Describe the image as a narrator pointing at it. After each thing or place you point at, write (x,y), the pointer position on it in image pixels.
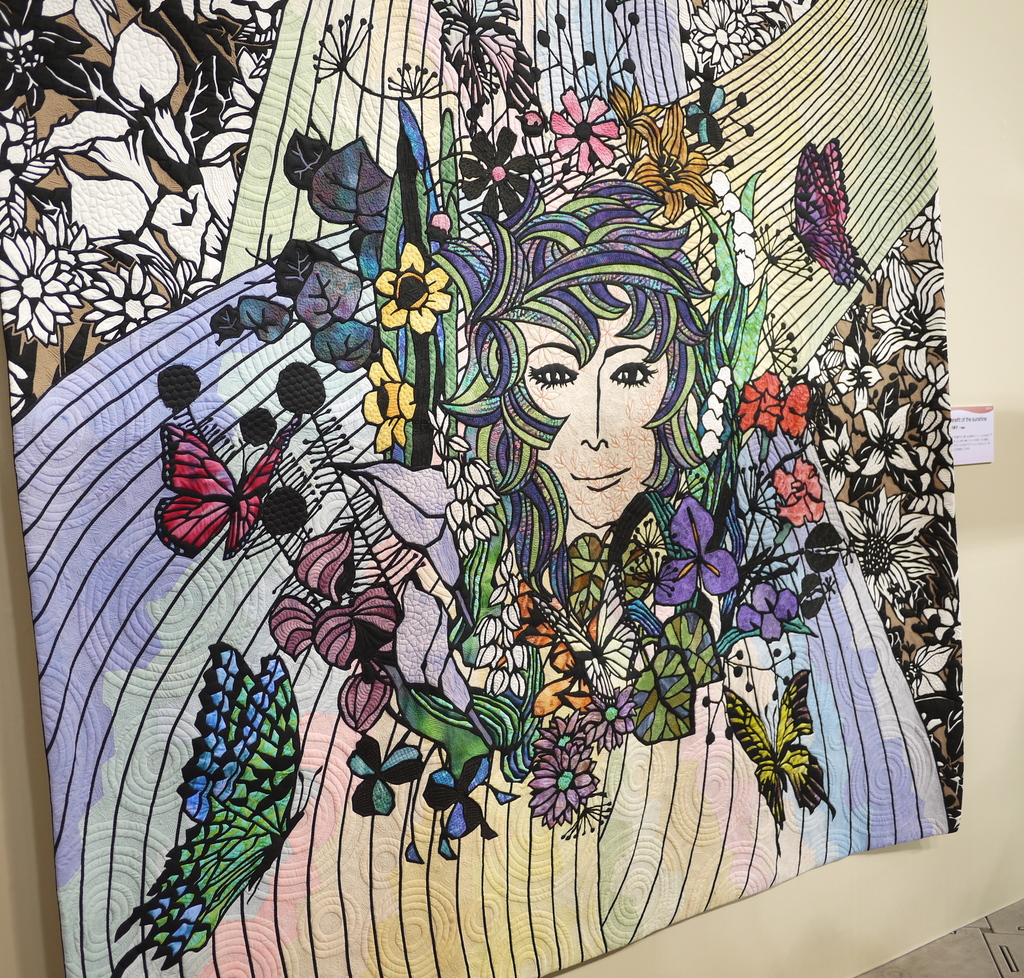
In this image, we can see a cloth (766,699) on the wall (930,867).
